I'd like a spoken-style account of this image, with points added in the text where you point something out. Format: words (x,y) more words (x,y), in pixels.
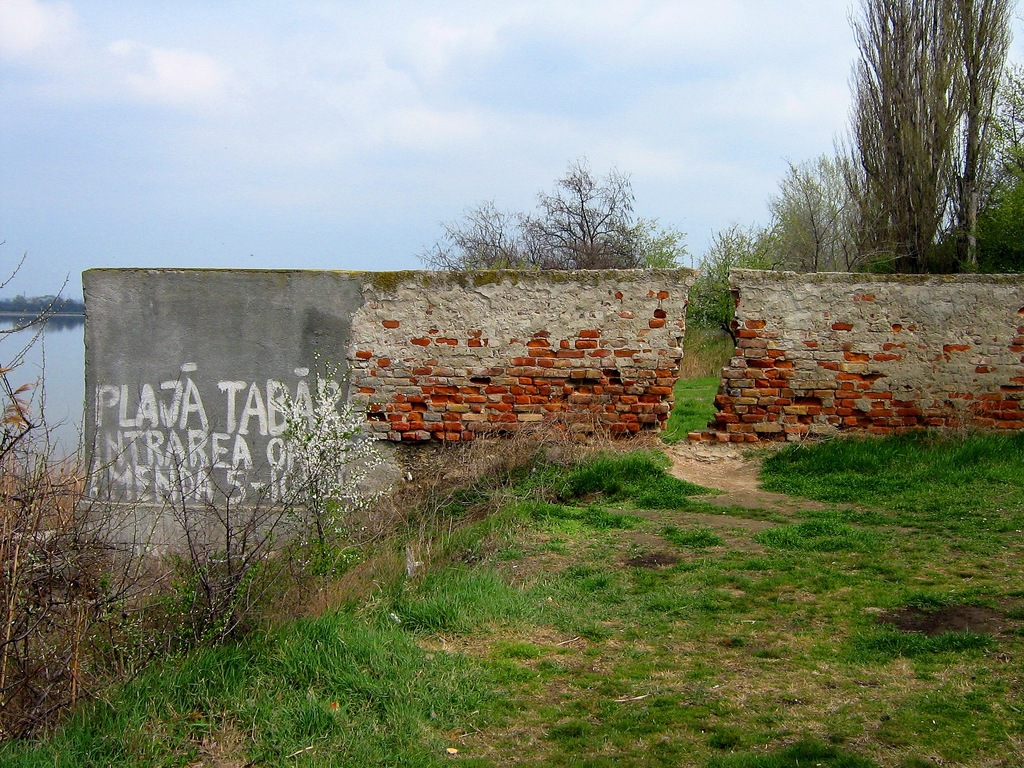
In this image we can see a broken wall (262,466) with text (253,483), there are some trees (583,208), plants (59,506), water (4,401) and grass (692,576), in the background (370,128) we can see the sky (625,135) with clouds (611,161).
